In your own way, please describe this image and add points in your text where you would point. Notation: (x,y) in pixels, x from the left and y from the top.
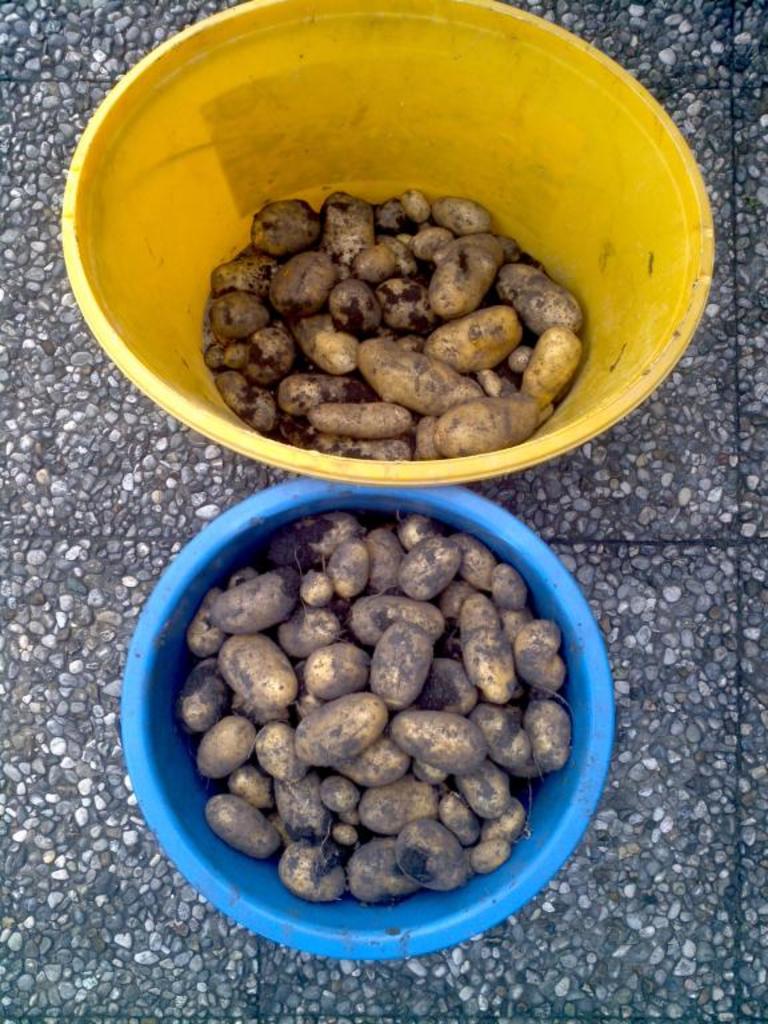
In this picture, we can see many potatoes (265,317) in two bowls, and we can see the ground (171,956).
